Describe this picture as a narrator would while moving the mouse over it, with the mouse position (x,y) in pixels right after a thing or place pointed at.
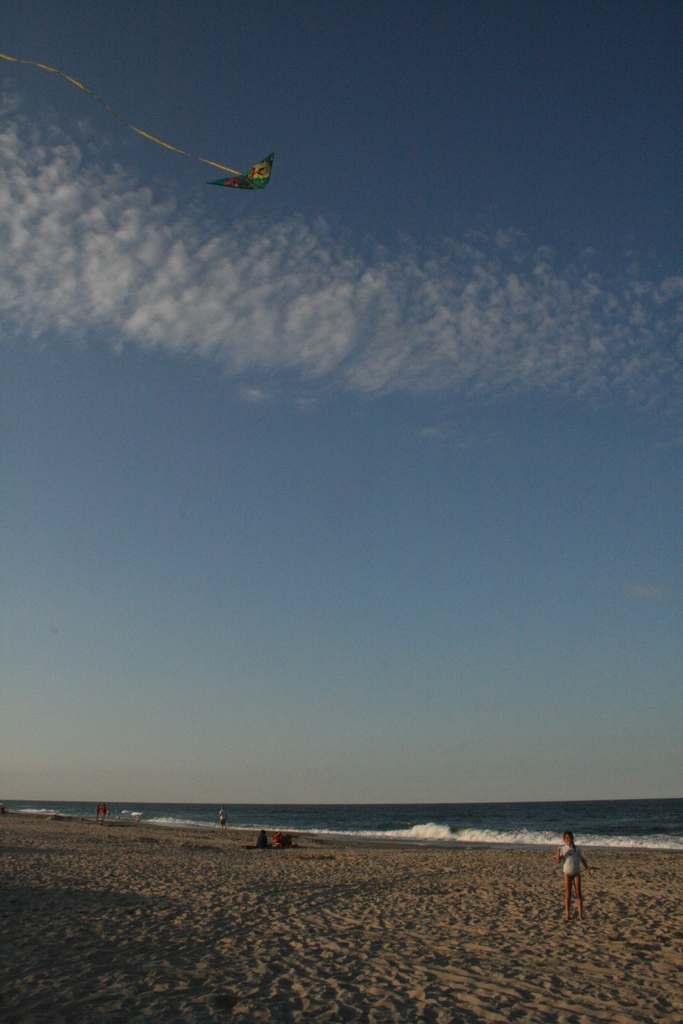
There is a child (576,863) standing on the sand surface (517,954) of a ground (374,916). In the background (114,805), there are persons (105,808), tides (374,832) of an ocean (261,808), there is a kite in the air (112,798) and there are clouds (505,236) in the blue sky (475,437).
